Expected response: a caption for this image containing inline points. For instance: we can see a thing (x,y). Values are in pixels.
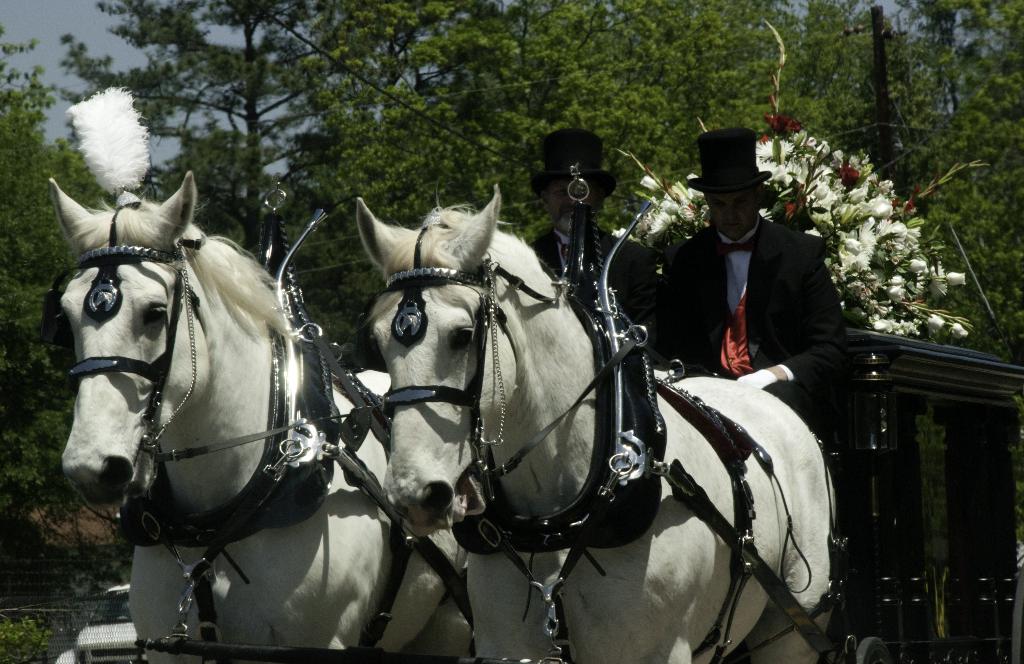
In this image I can see a two horse (225,355) which is in white color. There are two person (756,294) is sitting on the vehicle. He is wearing a black coat (789,280) and a black hat (734,181) with a red bow (728,246). At the back side (554,84) we can see trees (613,77). At the back of the person (772,243) we can see a flower bouquet (861,262).
